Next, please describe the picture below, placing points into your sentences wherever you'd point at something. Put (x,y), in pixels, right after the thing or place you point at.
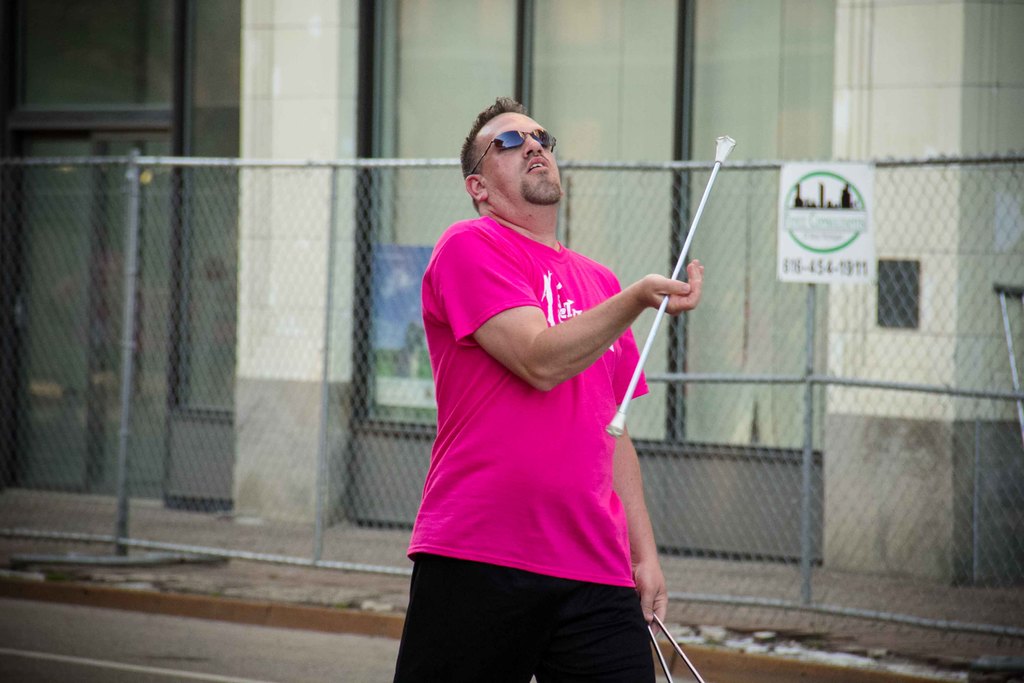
There is a man (562,681) standing and holding sticks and wore pink color t shirt (483,249). In the background (734,273) we can see board (842,273) on fence (196,179), glass (726,59), poster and wall (281,57).
